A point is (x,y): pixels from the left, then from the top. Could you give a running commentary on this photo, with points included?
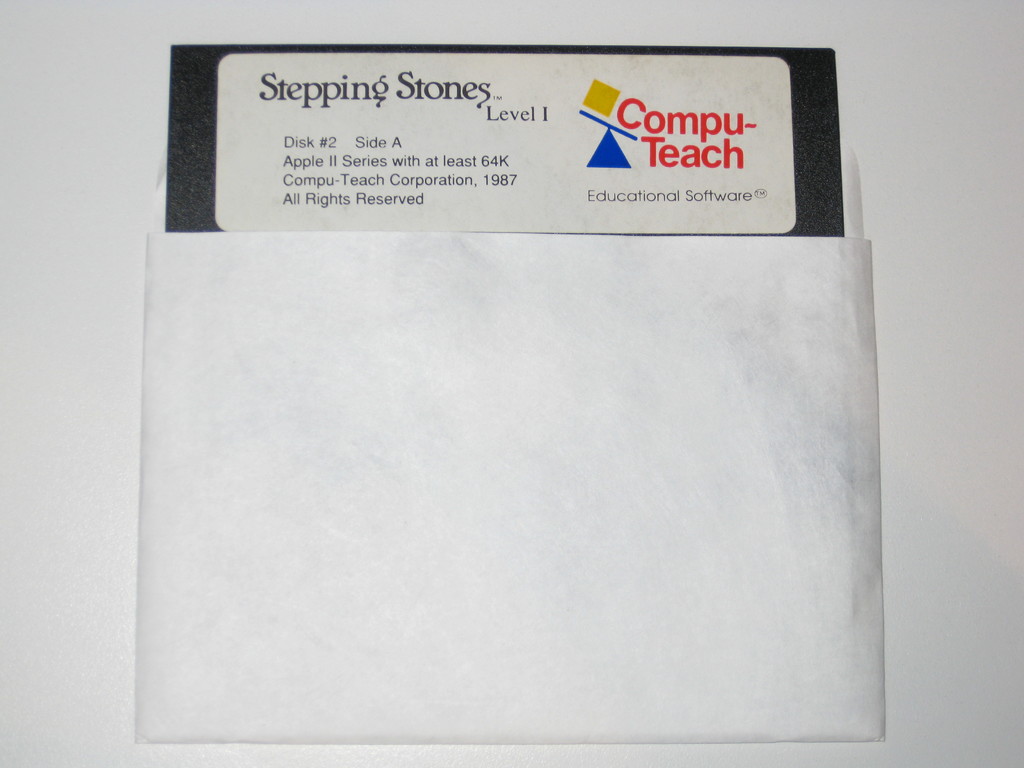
In this picture it looks like a white envelope (379,610) with a floppy disk (347,203) inside it.
